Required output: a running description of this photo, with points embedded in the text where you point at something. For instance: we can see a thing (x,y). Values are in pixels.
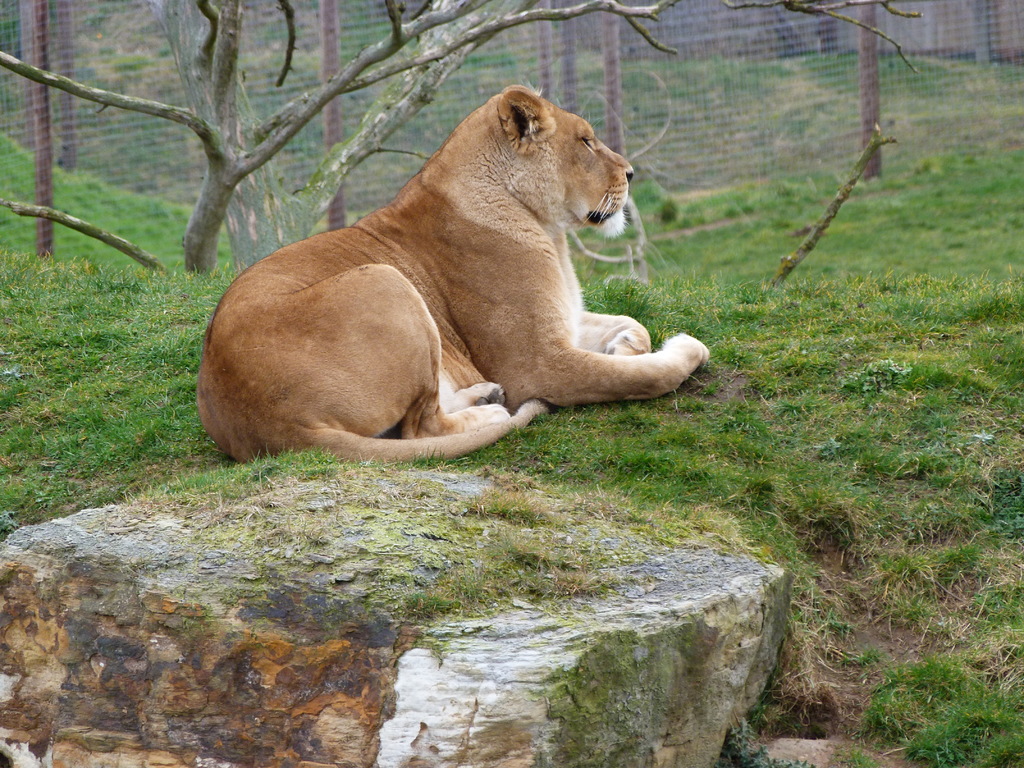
In the center of the image (575,293) we can see one lion (403,408), which is in brown and white color. In the bottom of the image (565,595) we can see the grass (912,590) and stone (735,598). In the background (517,29) we can see the fences (683,138), grass (811,198), one tree (567,10) etc.
